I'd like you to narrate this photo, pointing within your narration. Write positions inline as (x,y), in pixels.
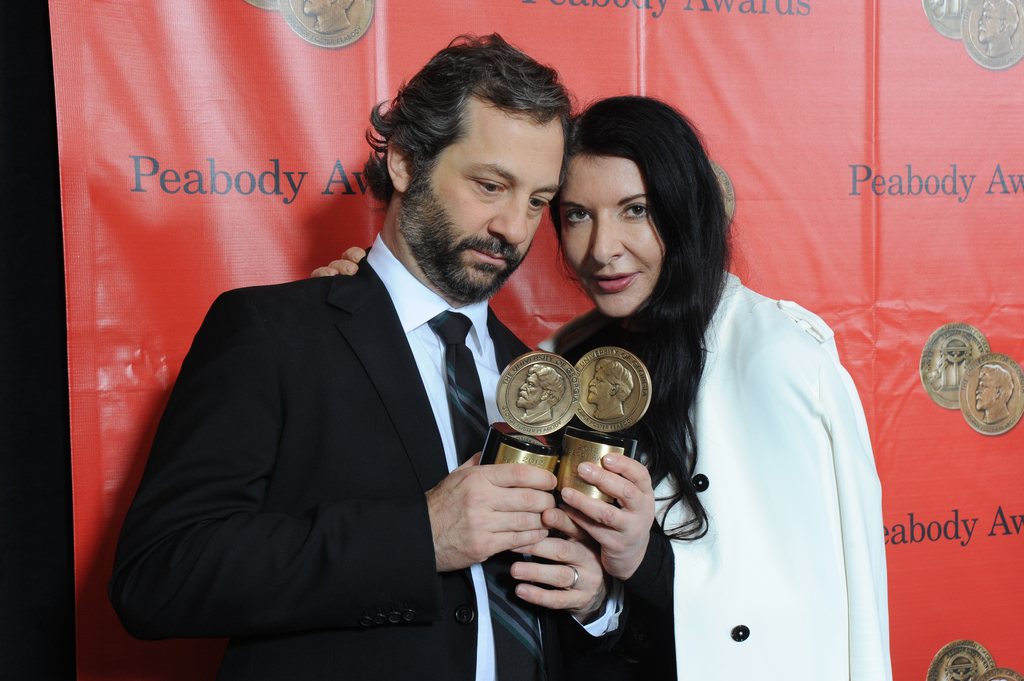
In this image we can see two persons (586,210). One person (348,353) is wearing coat (431,483) and holding a prize (537,432) in his hand (521,492). One woman (825,518) is wearing white coat (789,605) and holding a prize (604,397) in her hand (622,522). In the background (825,162) we can see a banner (165,160).
